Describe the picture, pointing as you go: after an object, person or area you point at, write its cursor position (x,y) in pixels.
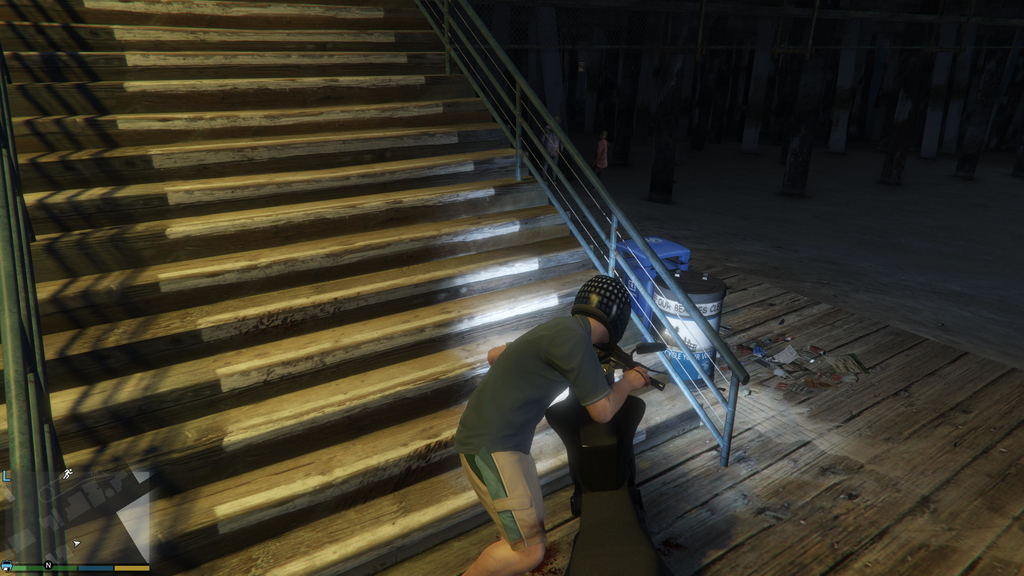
This is an animated picture. On the left (200,112) there is staircase (196,304). In the center (564,330) there is a person (580,324) with motorbike (629,415), in front of him there are dustbins (676,253). In the background (768,79) there are pillars (655,75) and kids (603,144).
